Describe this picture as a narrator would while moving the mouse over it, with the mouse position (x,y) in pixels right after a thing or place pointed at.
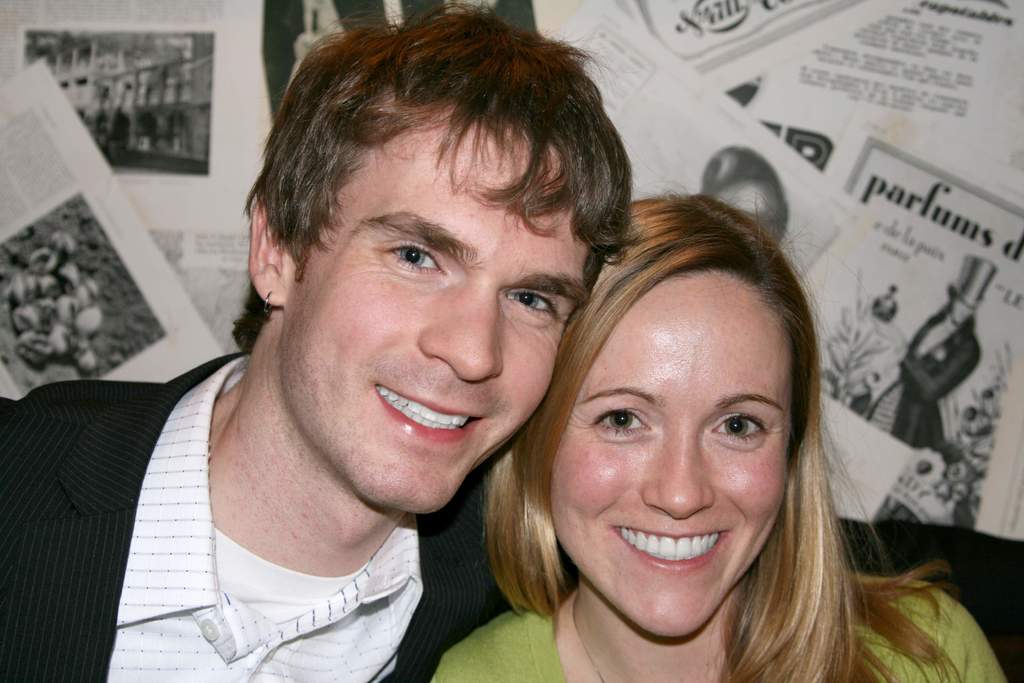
This picture shows a man (547,379) and a woman (602,458) and we see paper posters (686,148) on the back (954,219) and we see smile (432,424) on their faces (746,507) and man (169,472) wore a coat (20,476).
